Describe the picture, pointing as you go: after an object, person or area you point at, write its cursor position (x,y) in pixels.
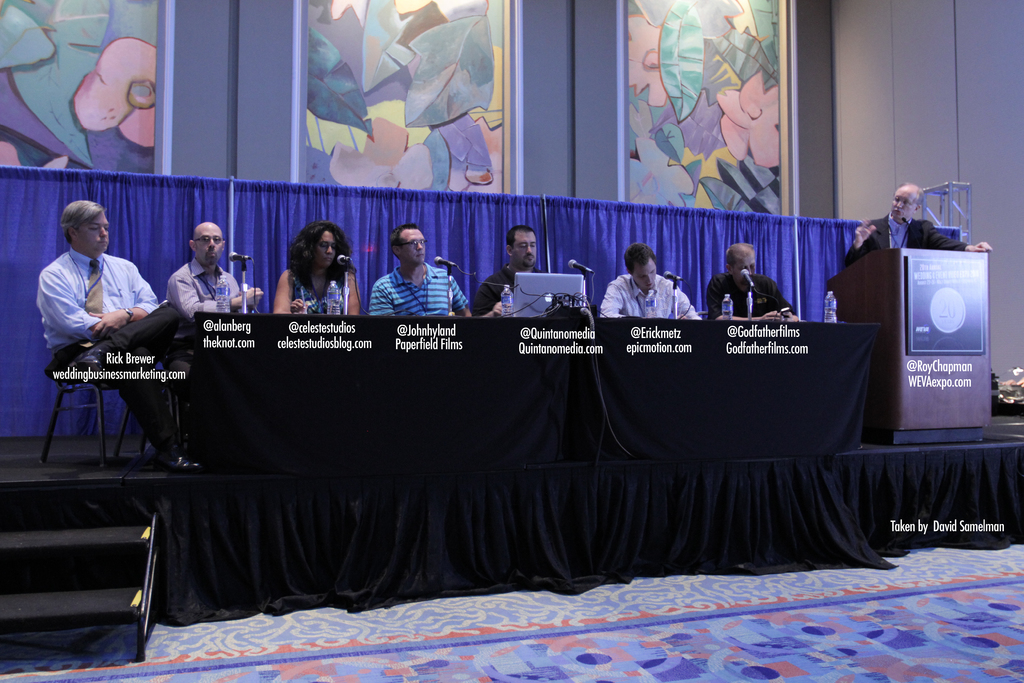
In this image there are a few people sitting on the chairs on the dais (83,469). In front of them there is a table (391,376). On the table (709,363) there are water bottles (730,307), microphones (246,303), cable wires (580,293) and a laptop (537,291). To the right (933,284), there is a podium (907,316) beside the table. There is a man (906,238) standing near the podium (885,268). To the left (70,524) there are steps (80,614) on the dais (93,516). Behind them there is a cloth (484,193). At the top (553,106) there is a wall (553,106). There are paintings (668,116) on the wall (614,150). At the bottom (824,634) there is a carpet (514,630) on the floor (553,610). There is text (108,375) on the image.
